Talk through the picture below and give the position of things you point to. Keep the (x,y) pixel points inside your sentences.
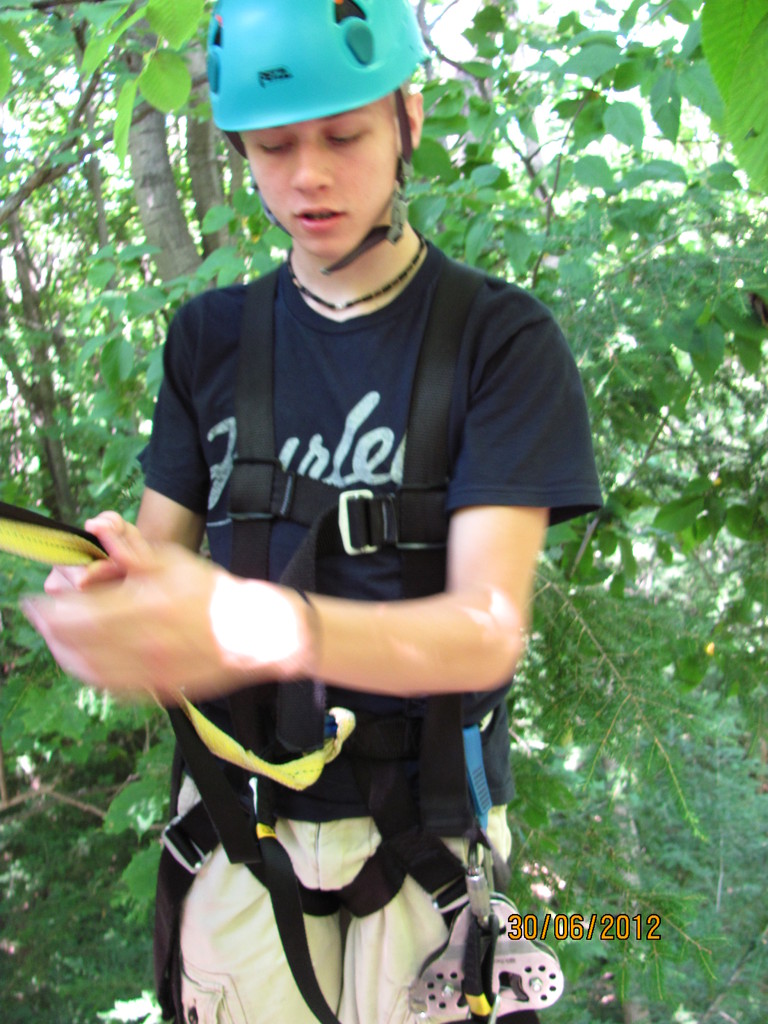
In this image, we can see a person (397,265) wearing a helmet (332,107) and belts (419,523). In the background (93,147), there are trees (602,962) and we can see some text (562,917).
